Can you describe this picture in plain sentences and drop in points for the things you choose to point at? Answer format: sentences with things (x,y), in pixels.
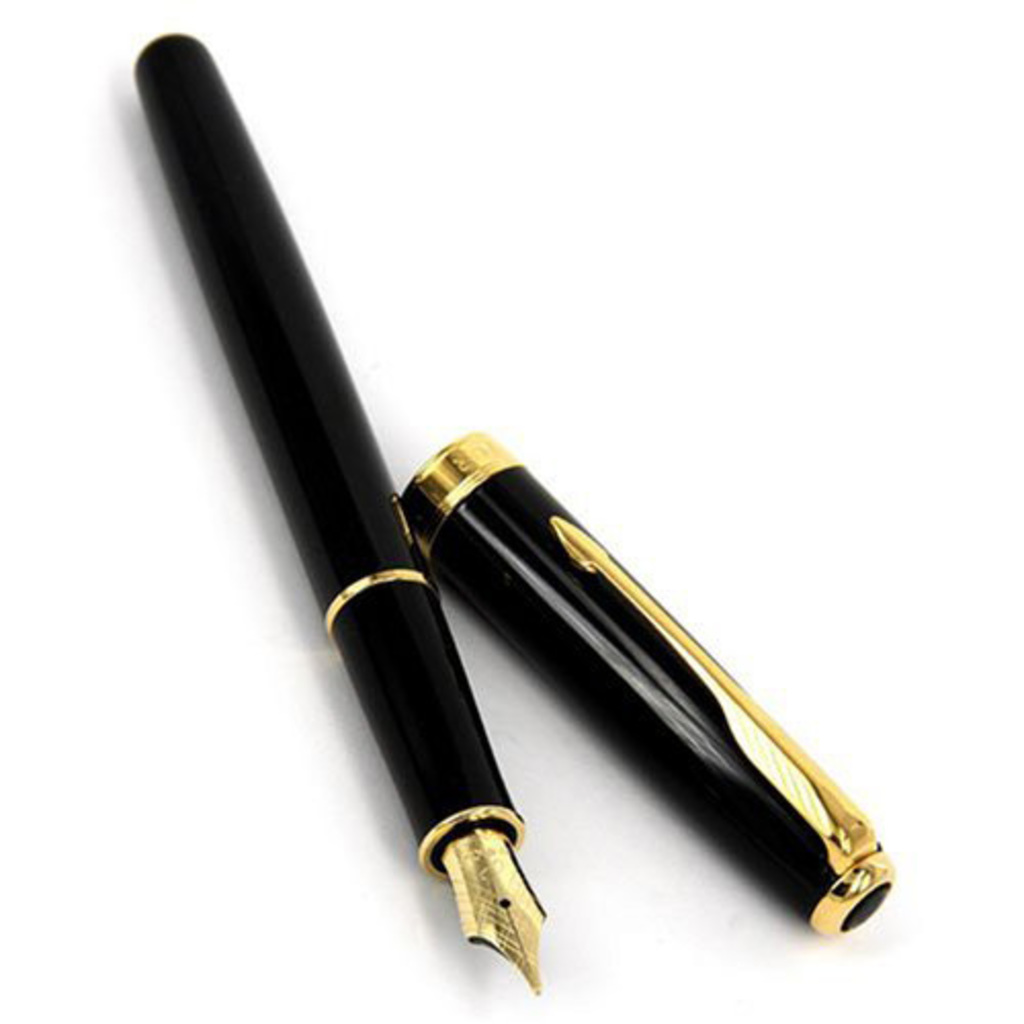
In this image we can see a pen (439,731) which is black and gold in color.
